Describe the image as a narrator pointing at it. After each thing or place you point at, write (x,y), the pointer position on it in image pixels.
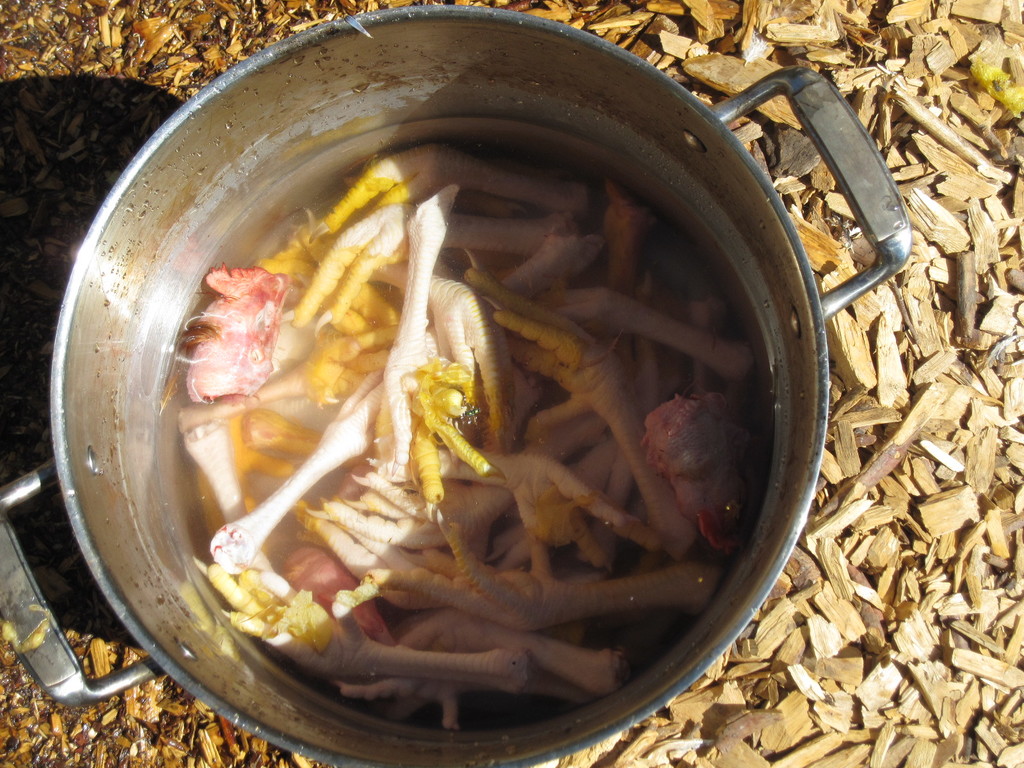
In this picture we can see meat (349,407) in a bowl (276,107) on the ground (286,10) and in the background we can see wooden sticks (940,539).
